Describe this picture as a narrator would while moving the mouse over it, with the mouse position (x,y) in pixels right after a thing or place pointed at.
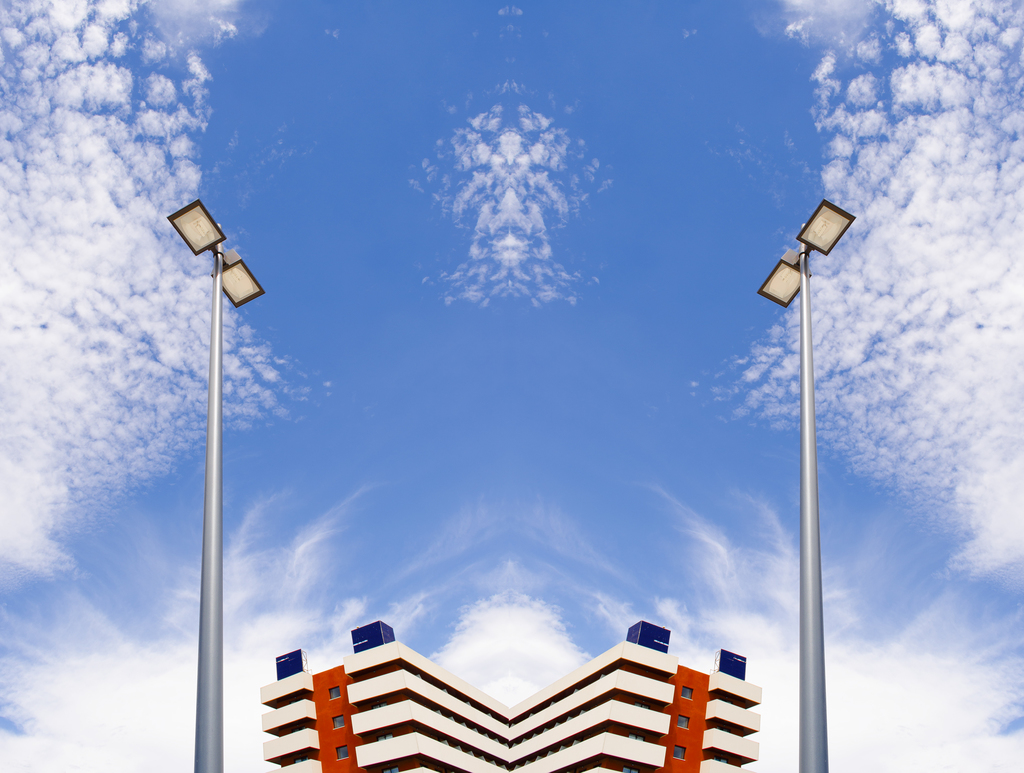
To the middle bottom of the image (394,694) there are buildings (356,688) with white, red and blue color. To the sides of the buildings (387,723) there are poles (220,262) with lights (216,235). And in the background (231,209) there is a blue sky (586,322) with clouds (962,547).
